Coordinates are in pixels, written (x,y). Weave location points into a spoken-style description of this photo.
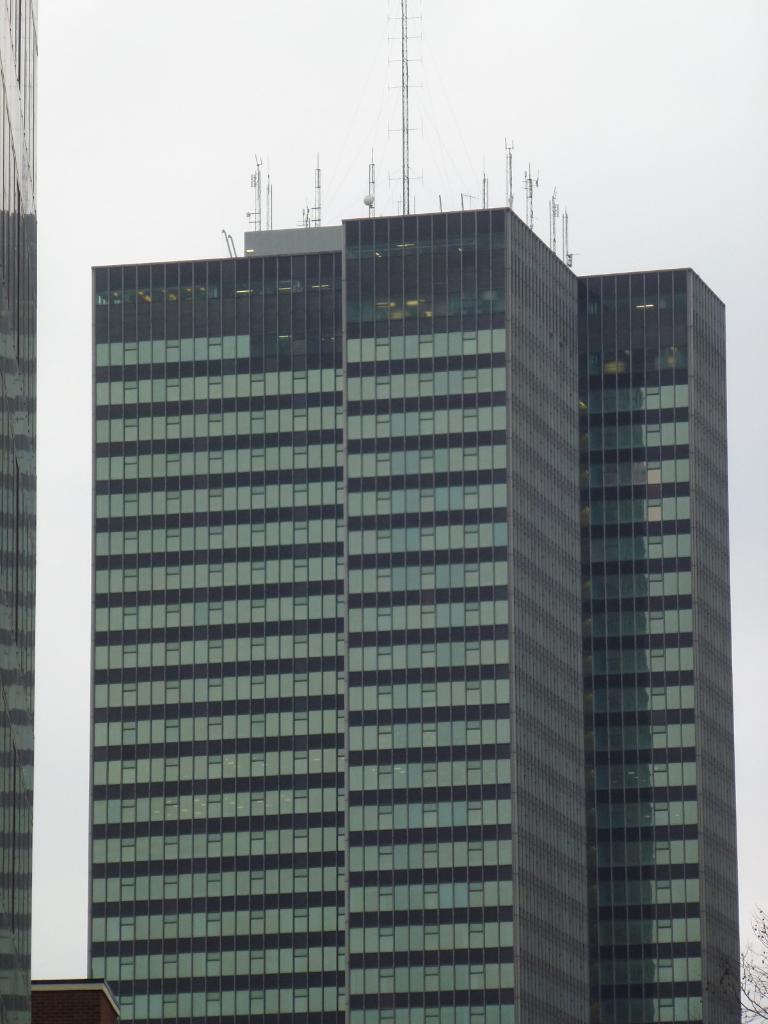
In this image, we can see buildings (370,515) and at the top (322,93), there is sky (543,67).
